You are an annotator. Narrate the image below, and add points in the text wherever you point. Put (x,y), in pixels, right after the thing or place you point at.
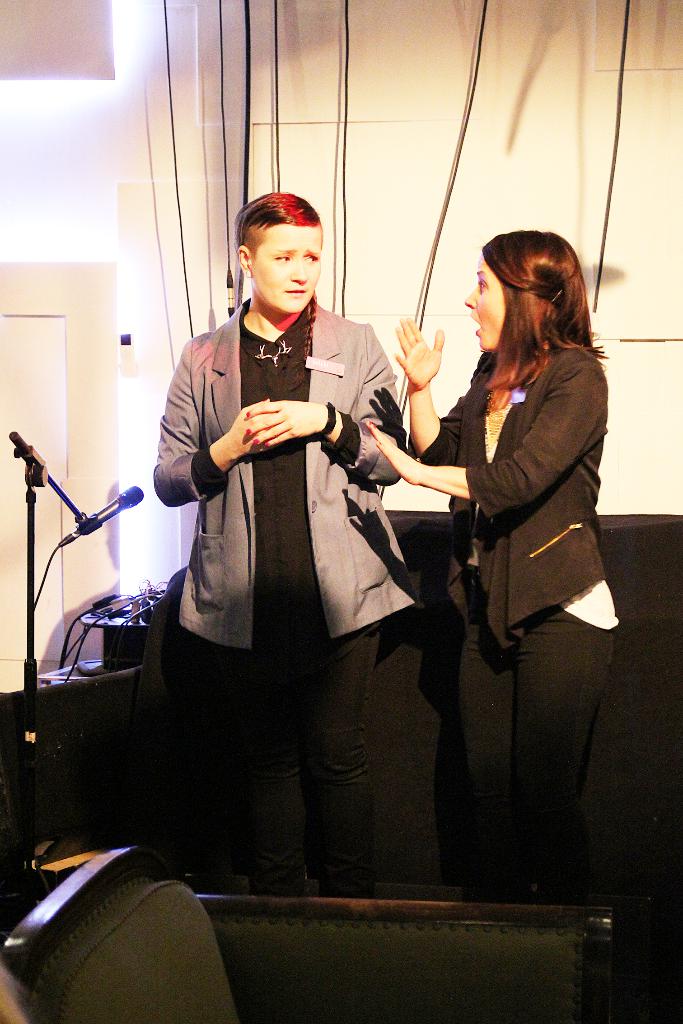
In this image we can see two persons (349,778) are standing. There is a mike (32,676), chair (84,1013), and cables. In the background (164,577) we can see wall (645,135), wires (617,100), and a door (21,636).
